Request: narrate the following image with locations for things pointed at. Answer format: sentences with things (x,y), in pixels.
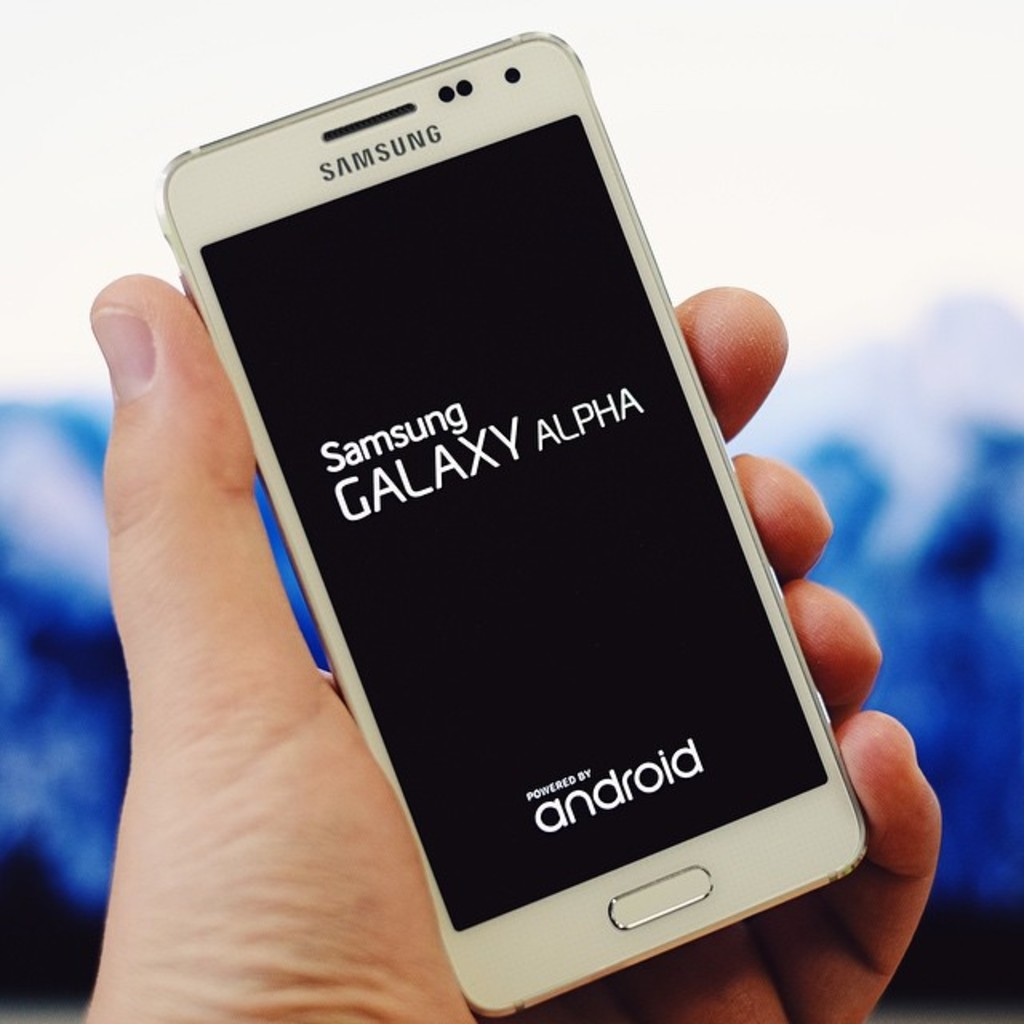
In the center of the image (498,475) we can see mobile phone (411,570) in person's hand (622,988).
